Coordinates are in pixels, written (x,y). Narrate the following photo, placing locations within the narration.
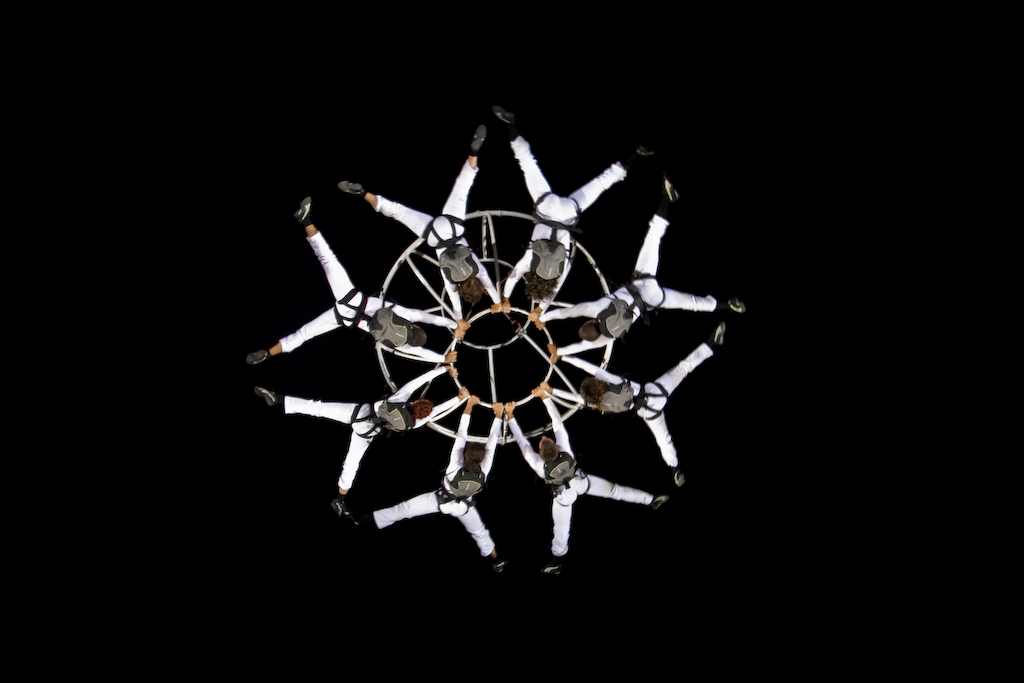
In this image we can see a few people (535,318) hung with the help of an object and the background (943,368) is dark.
